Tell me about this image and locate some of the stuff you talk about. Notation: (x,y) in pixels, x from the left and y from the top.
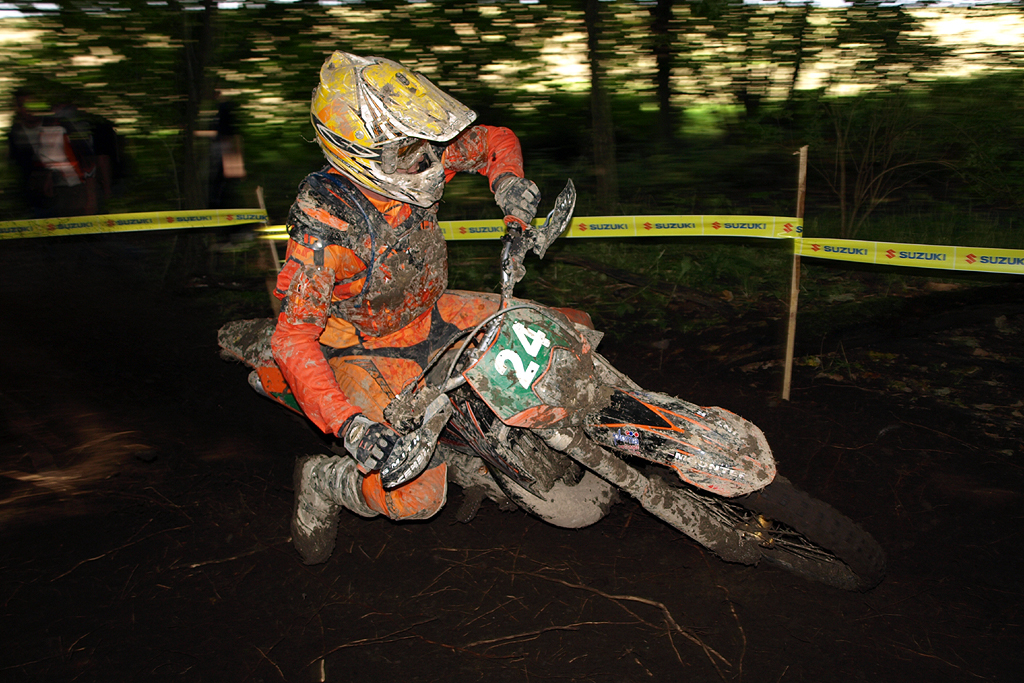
There is a person (432,262) sitting and riding bike (599,375) and wore helmet (366,79). In the background (194,73) it is blurry and we can see trees (496,30) and barricades (623,224) with sticks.
